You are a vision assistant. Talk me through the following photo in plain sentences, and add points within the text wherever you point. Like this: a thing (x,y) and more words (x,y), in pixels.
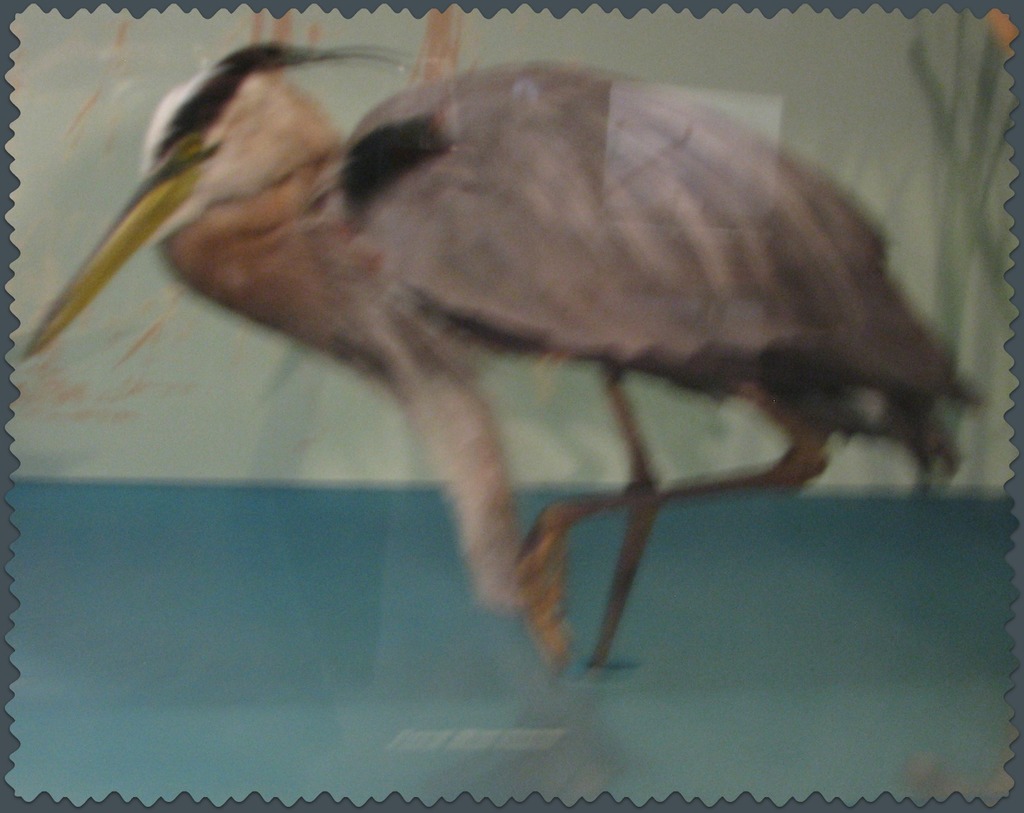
Here we can see a painting (696,459), in this painting (567,422) we can see a crane (435,325) and water (411,626).
